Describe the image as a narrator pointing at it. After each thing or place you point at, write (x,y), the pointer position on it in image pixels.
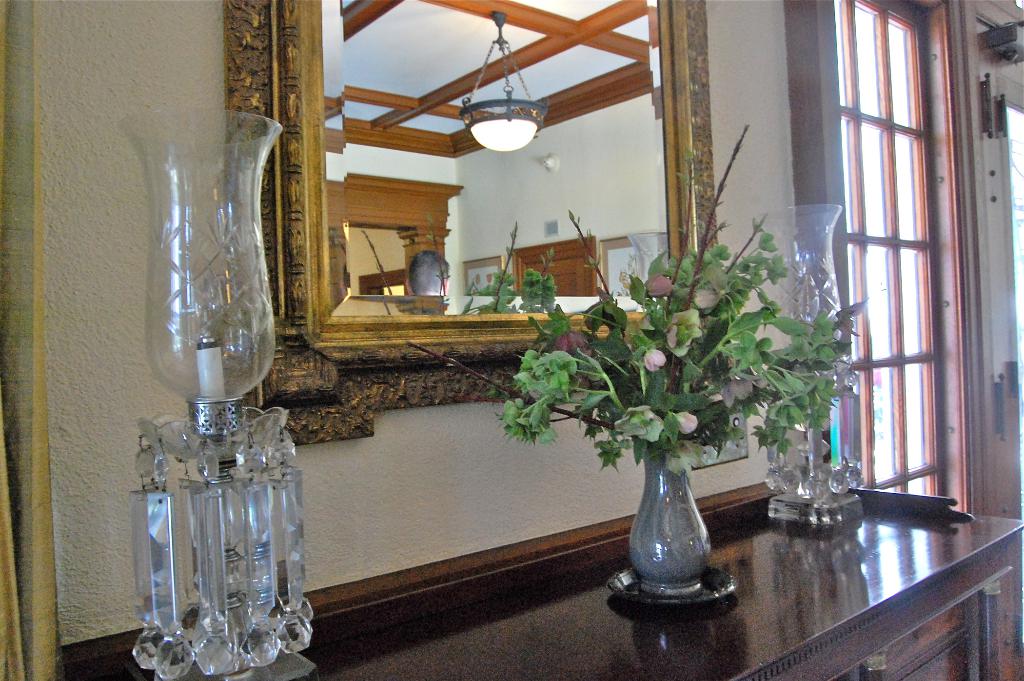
In the middle (476,246) there is a mirror (523,212), in front of the mirror (611,286) there is a flower vase (643,518) and candle light (234,445). On the right (916,246) there is a door (904,216) and glass (911,347). The picture is clicked inside the house (534,209).
